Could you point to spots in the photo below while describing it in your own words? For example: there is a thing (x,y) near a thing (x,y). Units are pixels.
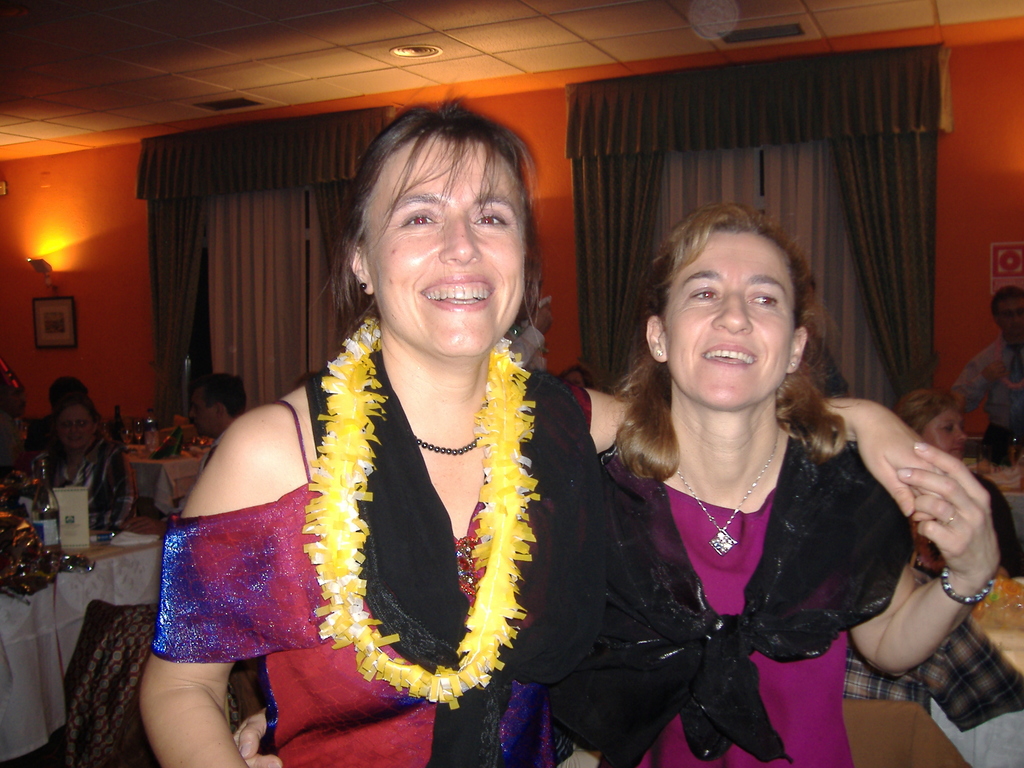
This image is taken indoors. In the background (324,241) there is a wall (136,204) with windows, curtains (821,210), a picture frame (75,331) and a light (35,251). At the top of the image (267,71) there is a ceiling (772,43). In the background (114,481) a few people (89,454) are sitting on the chairs (103,645) and there are two tables (109,552) with table clothes (88,575) and many things (46,568) on them. In the middle of the image (452,368) two women (604,466) are standing and they are with smiling faces (427,294).
